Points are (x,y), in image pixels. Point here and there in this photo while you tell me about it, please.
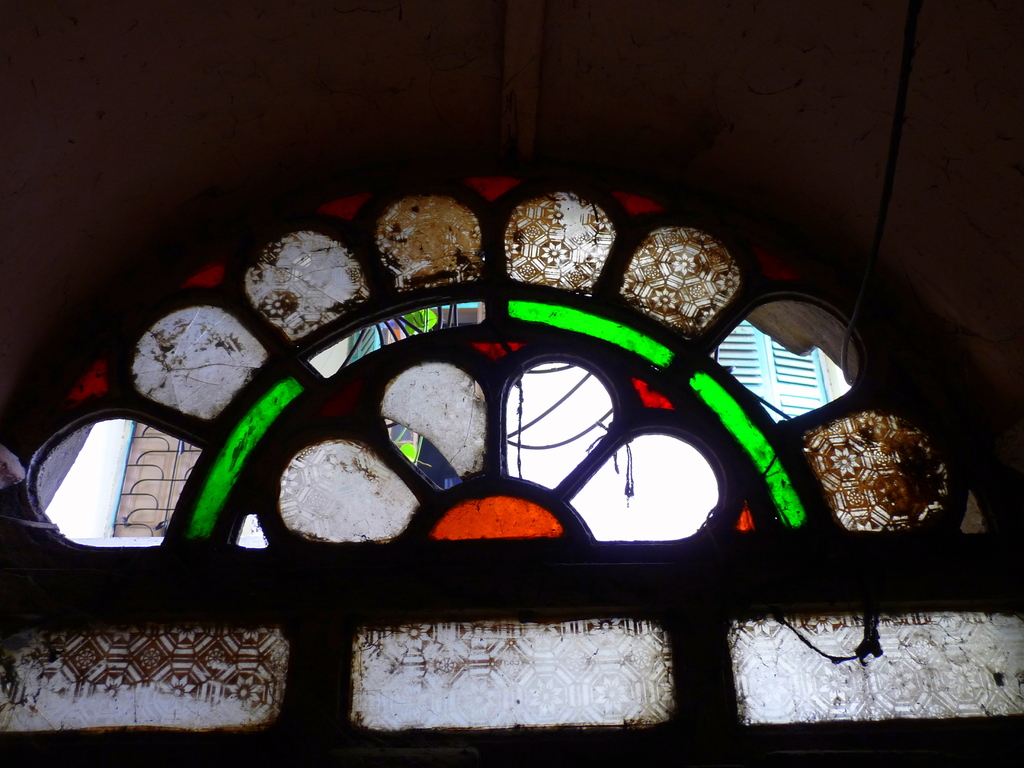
In this image in the center (464,397) there are glasses (296,487).
